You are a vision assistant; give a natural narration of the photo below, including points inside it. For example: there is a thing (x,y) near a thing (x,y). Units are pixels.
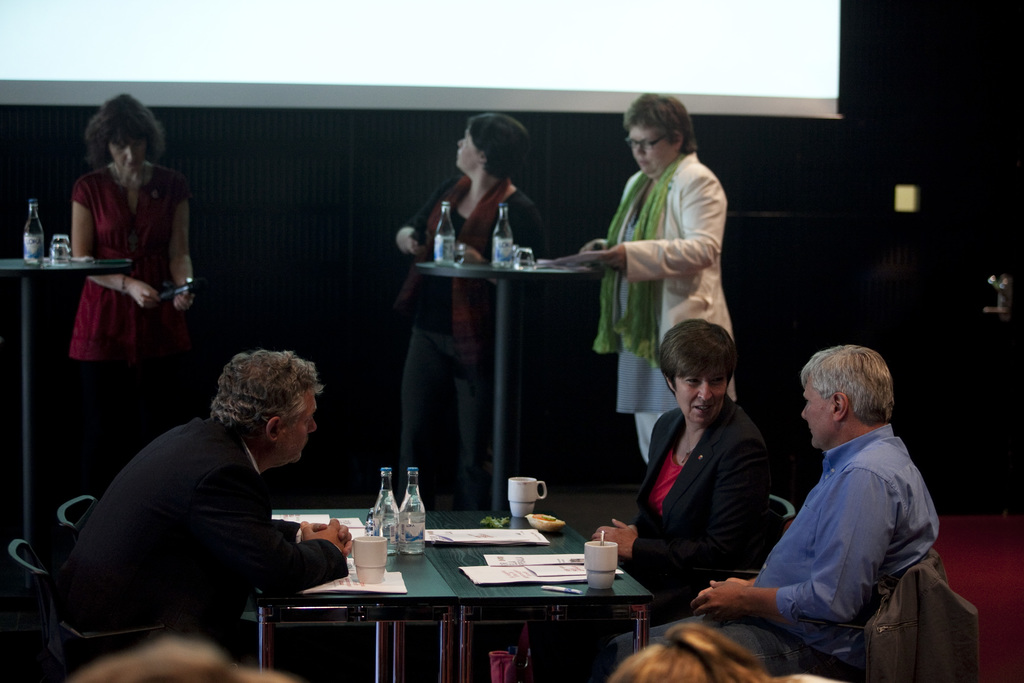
As we can see in the image there is a screen (450,62) and few people (481,194) standing and sitting on chairs (781,499) and there is a table (482,593). On table (573,533) there are bottles (408,517), cups (373,561), plates (559,527) and papers (483,535).
